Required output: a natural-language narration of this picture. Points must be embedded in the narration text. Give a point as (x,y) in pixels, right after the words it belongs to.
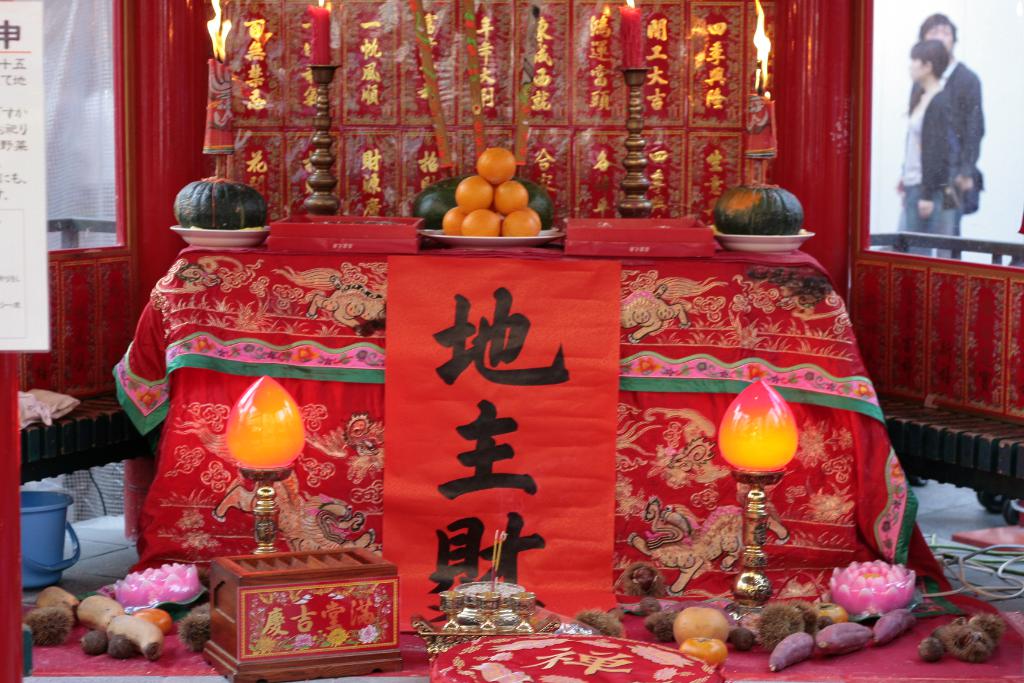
In this image there are candles (320,46) on the stand (318,152), there are objects (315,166) on the surface (688,315), there are objects (813,618) on the floor (916,603), there is a bucket (60,544) on the floor (84,547), there are wires (1003,596) truncated towards the right of the image (1005,566), there are objects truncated towards the right of the image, there are two persons (927,125) standing, there is a board (19,98) truncated towards the left of the image (20,64), there is cloth (57,410) on the surface (76,448), there is a red color wall (156,197), there are windows (83,133).
